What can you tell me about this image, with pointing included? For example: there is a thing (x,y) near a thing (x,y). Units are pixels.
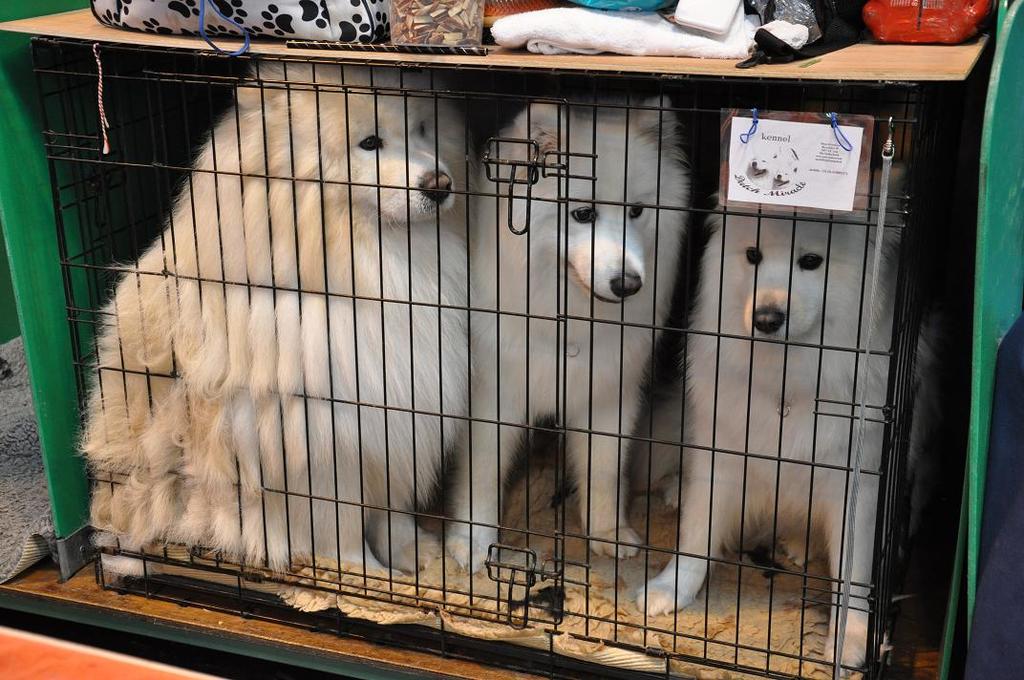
In this image there are three dogs (482,363) inside a dog crate (453,306), and there are some items (816,16) on the wooden board (941,52) which is on the dog crate (499,393).
